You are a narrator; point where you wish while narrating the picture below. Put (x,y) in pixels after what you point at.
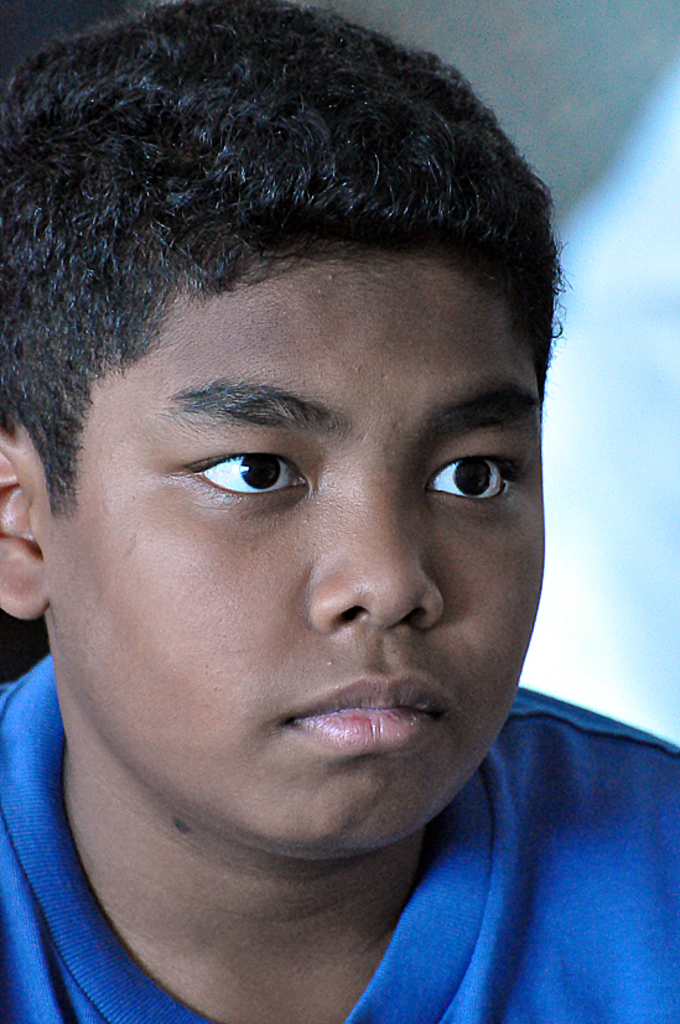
In the foreground of this picture (307,775) we can see a person (122,852) wearing blue color dress (549,804). The background of the image (645,522) is white in color.
